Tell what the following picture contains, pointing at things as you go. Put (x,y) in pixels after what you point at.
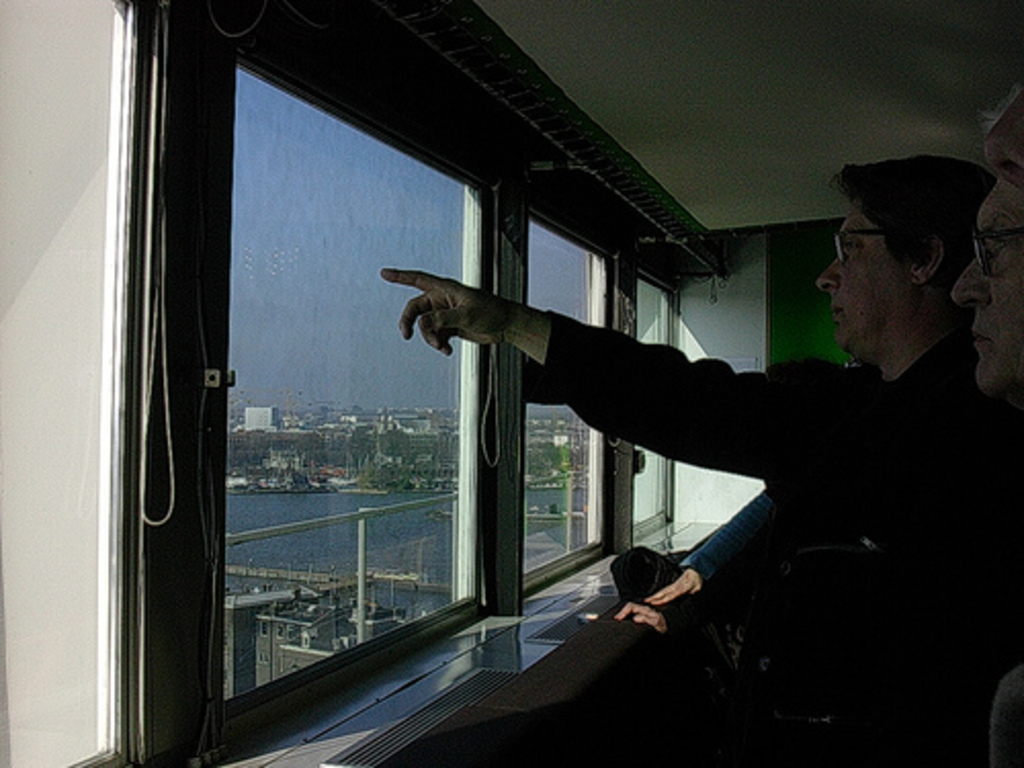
In this image there is a man (843,490) in the middle (643,372) who is pointing the finger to the window (351,270). Through the window (351,270) we can see that there are so many buildings (264,419) and trees (364,452) in between them. Beside the buildings (272,470) there is water (316,534).
